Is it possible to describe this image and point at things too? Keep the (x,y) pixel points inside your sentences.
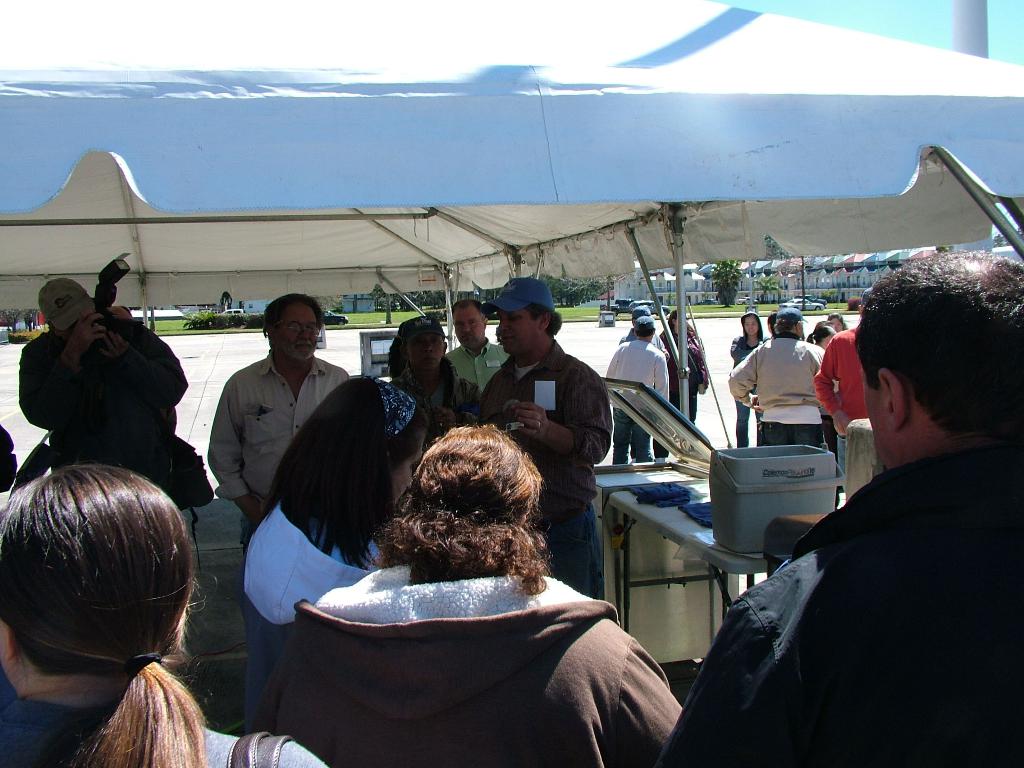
Here we can see group of people (975,765). There are tents (597,170). This is a table (627,507). On the table (724,587) there is a box (760,500). In the background (353,309) we can see trees (435,306), grass (735,308), and houses (669,294).
